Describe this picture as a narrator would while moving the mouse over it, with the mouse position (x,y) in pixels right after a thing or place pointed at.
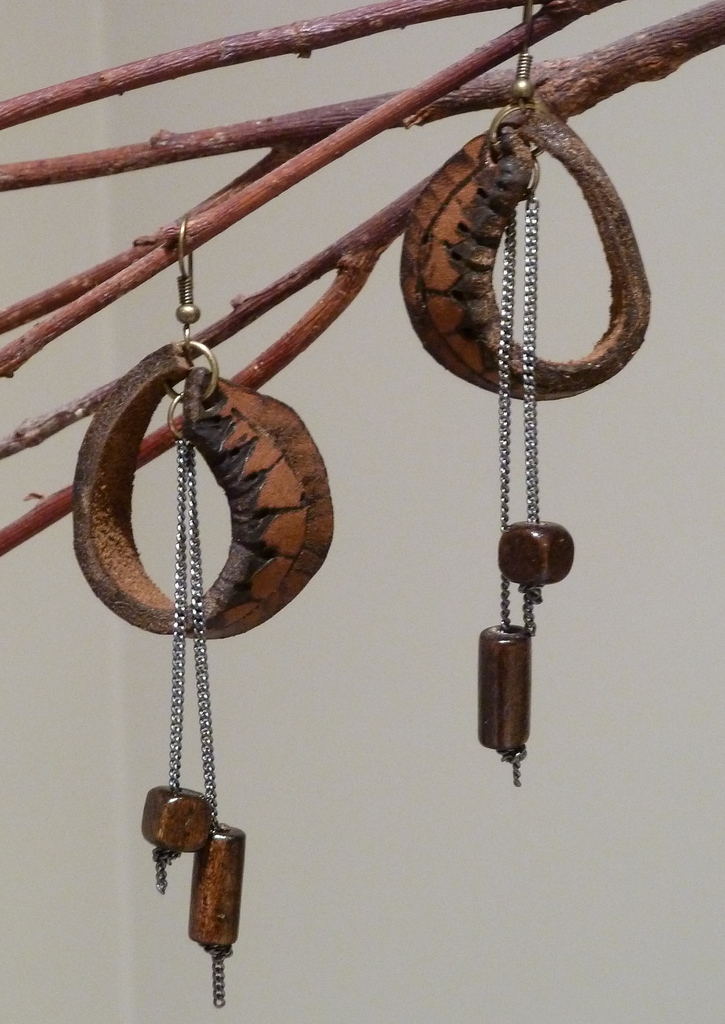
In this image I can see in the middle (250,498) it looks like there are chain (534,262), lockets (552,372).
